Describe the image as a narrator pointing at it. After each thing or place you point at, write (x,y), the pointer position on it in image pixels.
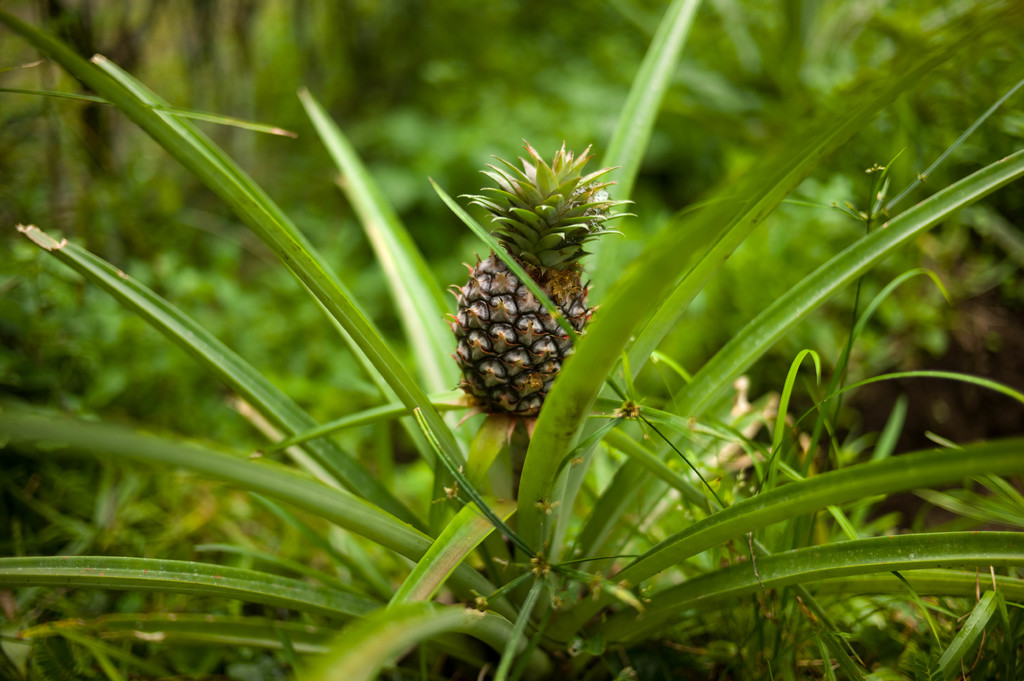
In this picture there is a pineapple (601,174) in this plant (633,465). On the right (716,515) we can see many leaves (890,580).
